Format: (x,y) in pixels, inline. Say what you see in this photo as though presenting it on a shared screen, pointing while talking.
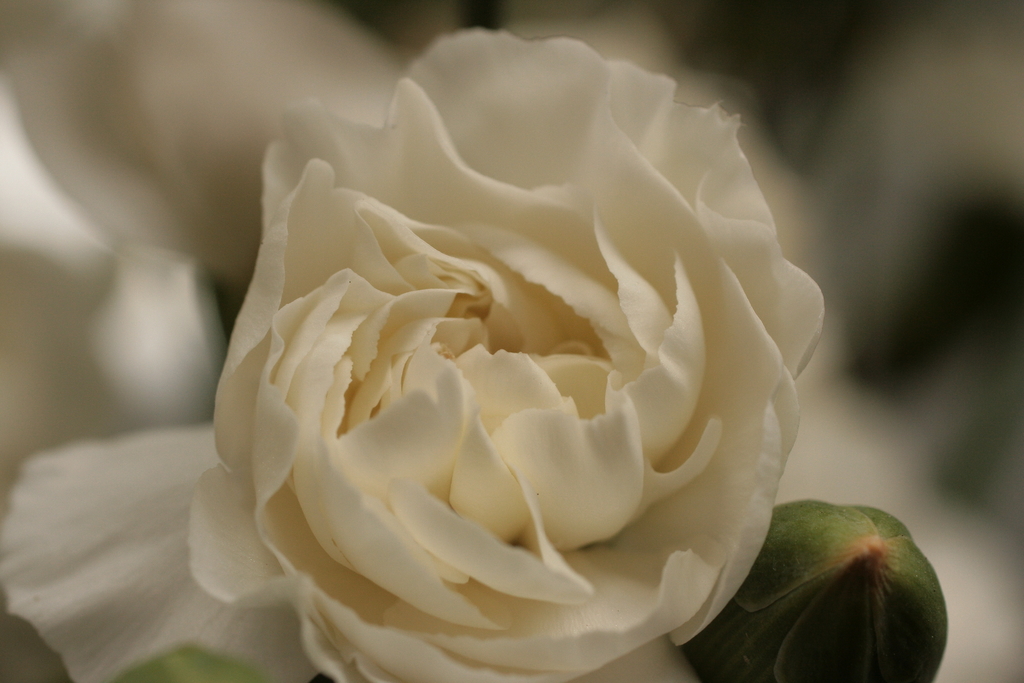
In this image there is a white carnation (411,448). In the bottom right (832,602) there is a bud (856,556). The background (787,102) is blurry.
